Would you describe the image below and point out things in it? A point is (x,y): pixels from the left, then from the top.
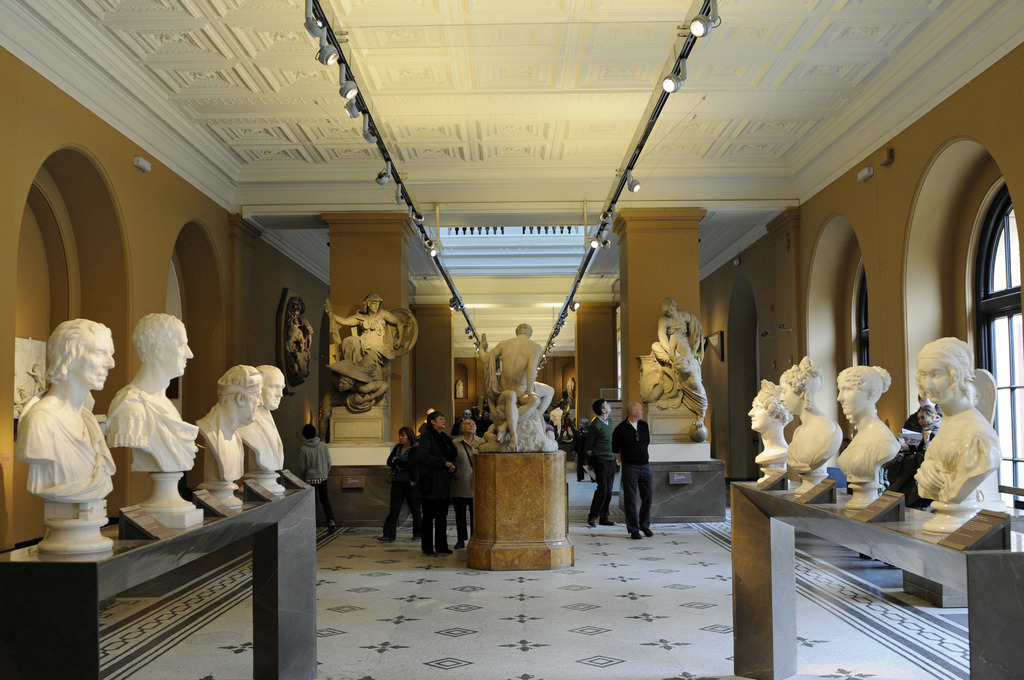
In this picture we can see statues (150,403), name boards (297,476), windows (1006,322), lights (350,83), pillars (342,307), roof (195,39) and a group of people (432,434) standing on the floor (414,605).
